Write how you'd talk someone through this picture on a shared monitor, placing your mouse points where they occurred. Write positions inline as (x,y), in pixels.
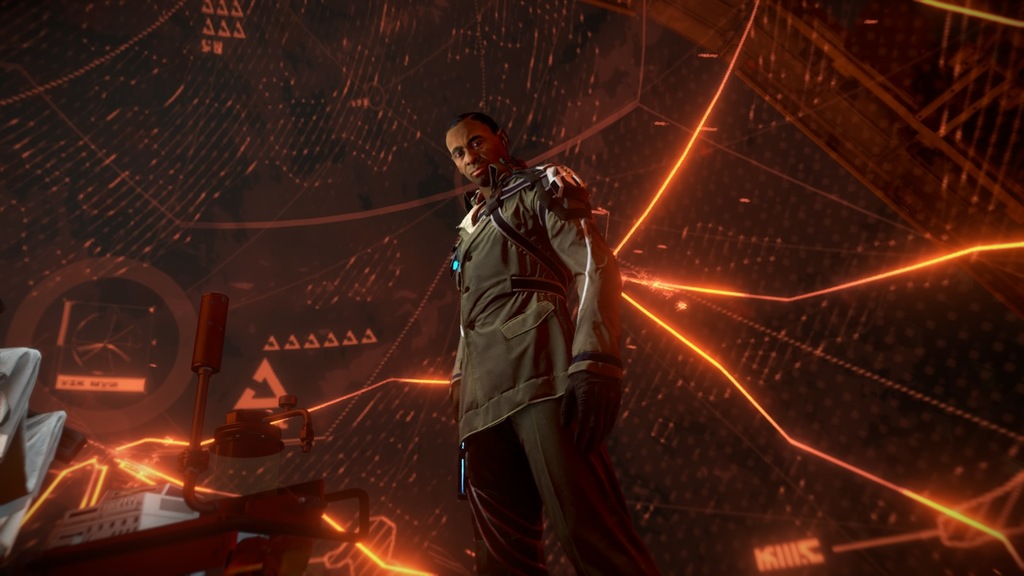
In this image in the middle (541,300), there is a man (537,294), he wears a jacket (533,330), trouser (535,469), he is standing. On the left (167,520) there are some machines (186,528), chairs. In the background (67,471) there is a screen (758,205).
